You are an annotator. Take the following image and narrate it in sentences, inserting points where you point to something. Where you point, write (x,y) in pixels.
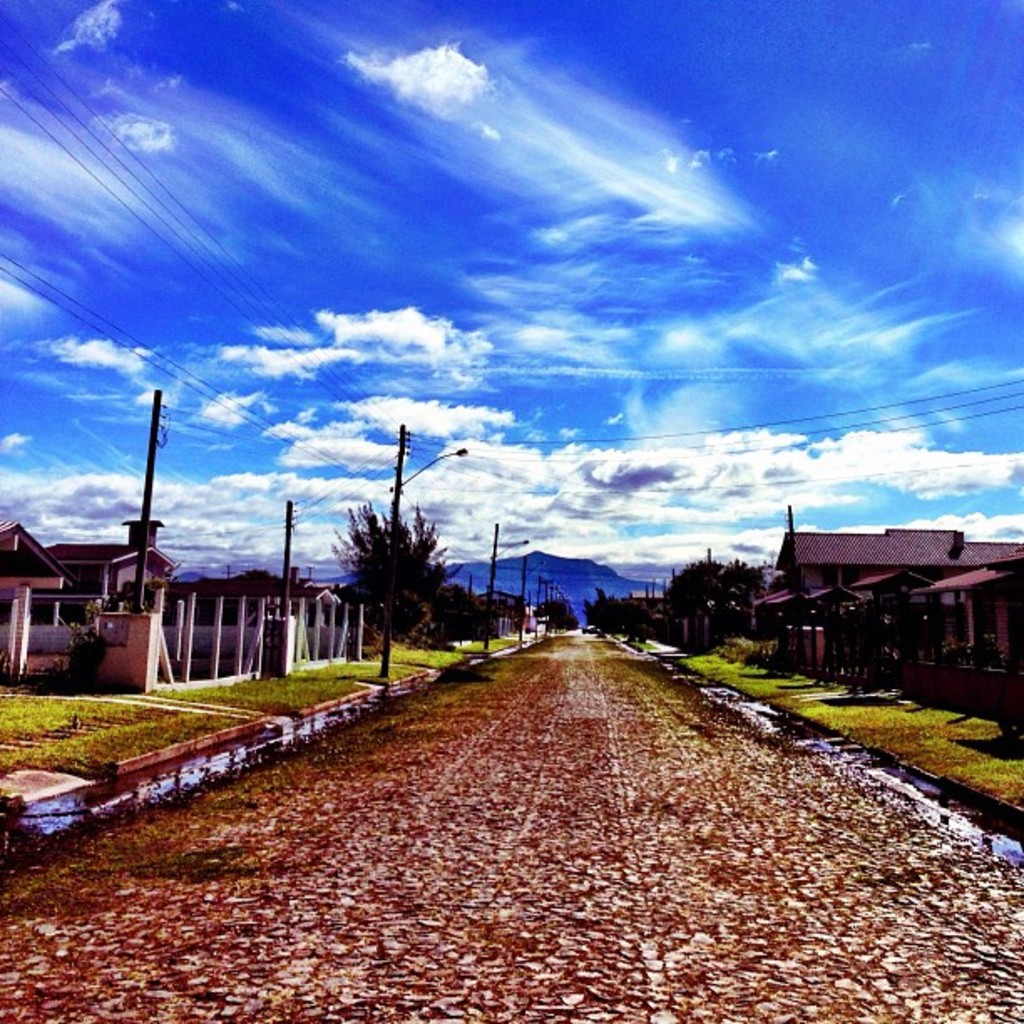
At the top (406,180) we can see a clear blue sky (532,316) with clouds (542,506). On either side of the road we can see trees (363,554), grass (996,776) and houses (883,549). At the left side of the picture (286,628) we can see current poles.
